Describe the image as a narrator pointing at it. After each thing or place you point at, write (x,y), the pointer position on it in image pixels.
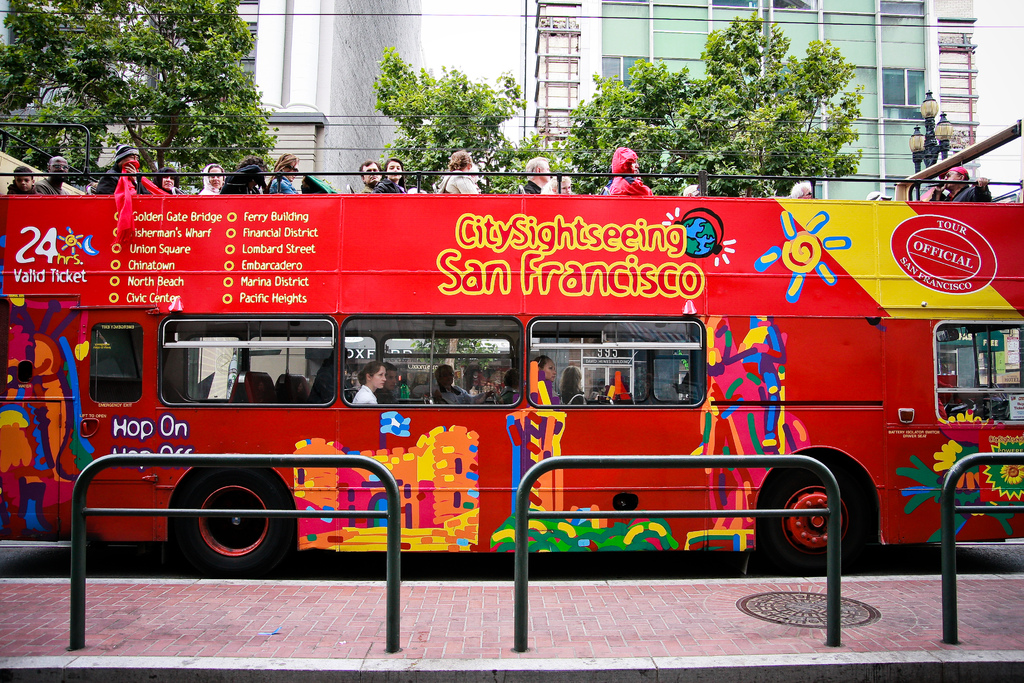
This picture is clicked outside. In the foreground (349,515) we can see the metal rods (536,515) and the pavement (90,608). In the center (498,232) there is a red color bus (215,473) and we can see the group of persons (460,395) and we can see the text (30,275) and pictures (305,471) on the bus (388,246). In the background (930,110) we can see the buildings (892,87), lights (929,147), poles (919,160) and the trees (707,126).
